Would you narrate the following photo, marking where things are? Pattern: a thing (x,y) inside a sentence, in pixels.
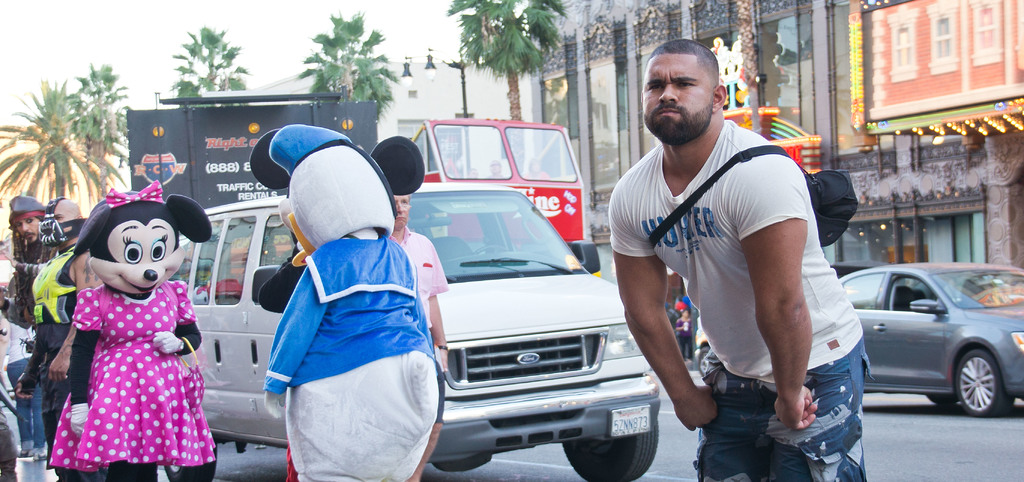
In this picture there is a man (705,70) who is wearing white t-shirt (713,164), bag (729,165) and trouser (808,449), beside him there is doll (433,375). In background (505,347) we can see bus (529,132), cars (962,384) and vans (625,329) on the road (889,446). On the right (911,28) there is a building (934,164). On the left (45,152) background (58,156) we can see many trees (470,59) and street lights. On the bottom left corner (42,357) we can see the persons (39,237) who are wearing the celebrities costume (44,316). At the top (343,3) there is a sky (309,5).
